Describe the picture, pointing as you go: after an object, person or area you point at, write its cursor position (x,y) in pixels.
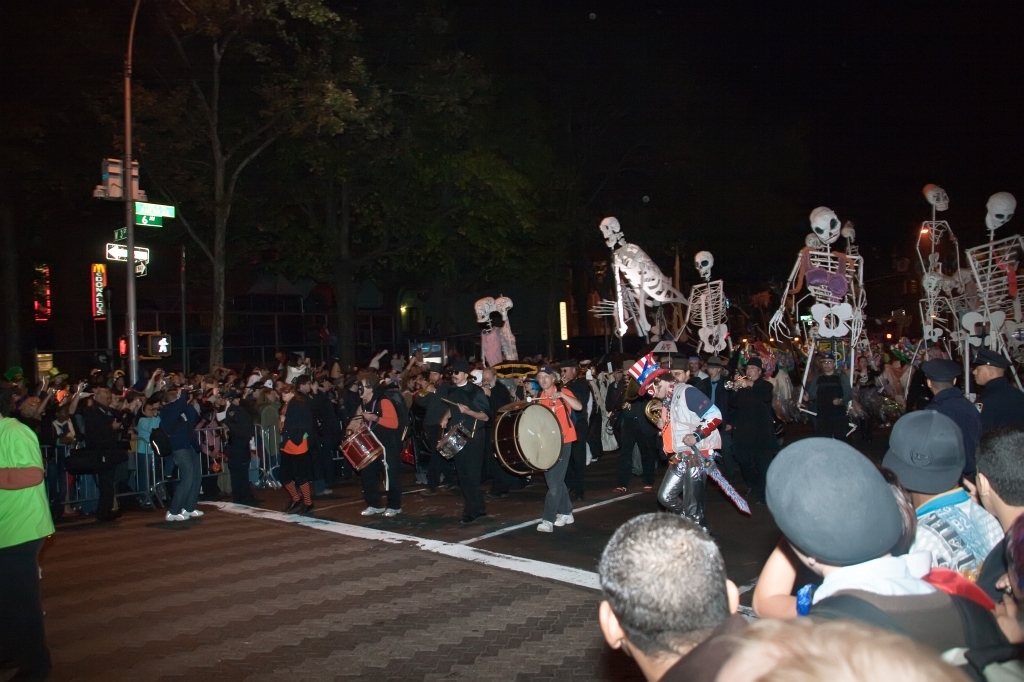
In this image we can see many persons (968,418) standing on the road (736,569) and holding musical instruments (552,441). In the background (634,171) we can see trees (300,97), buildings (23,232) and sky (695,62).
